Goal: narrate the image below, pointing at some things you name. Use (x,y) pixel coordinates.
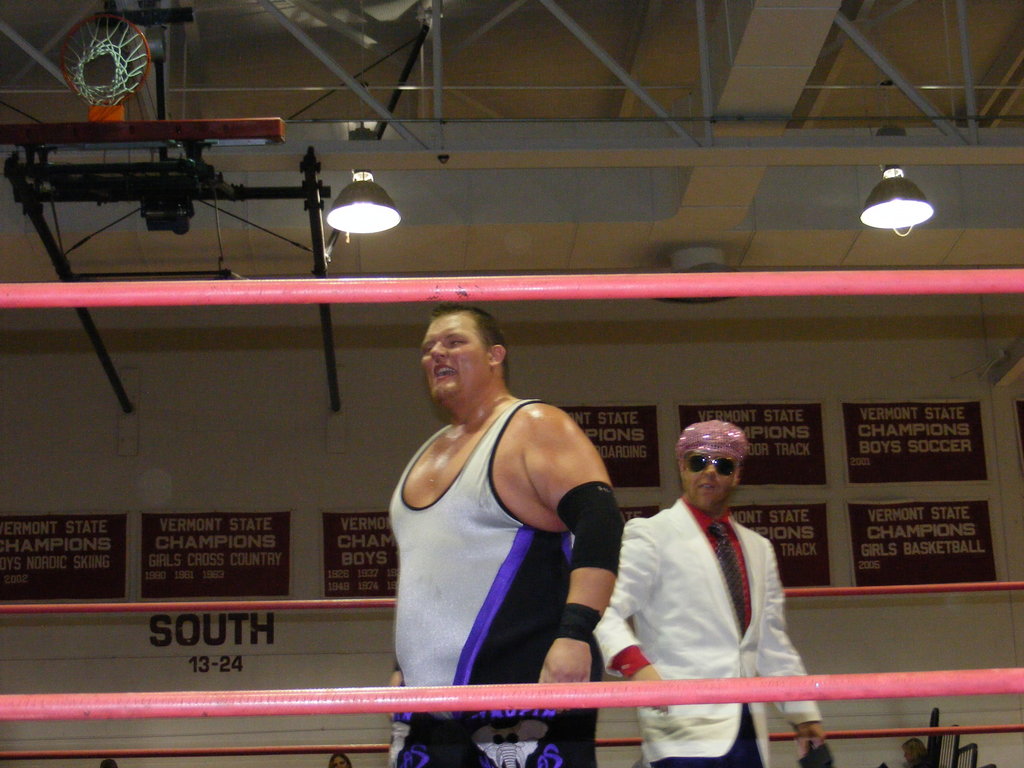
This picture shows the inner view of a building (793,194), some objects (114,64) attached to the ceiling (350,110), some iron rods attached to the ceiling (782,250), two black poles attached to the wall (100,390), two lights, three persons heads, some objects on the ground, some banners (95,573) with text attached to the wall (321,367), some text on the wall (321,367), some red threads (93,753), two people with smiling faces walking and one man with black sunglasses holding one black object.
